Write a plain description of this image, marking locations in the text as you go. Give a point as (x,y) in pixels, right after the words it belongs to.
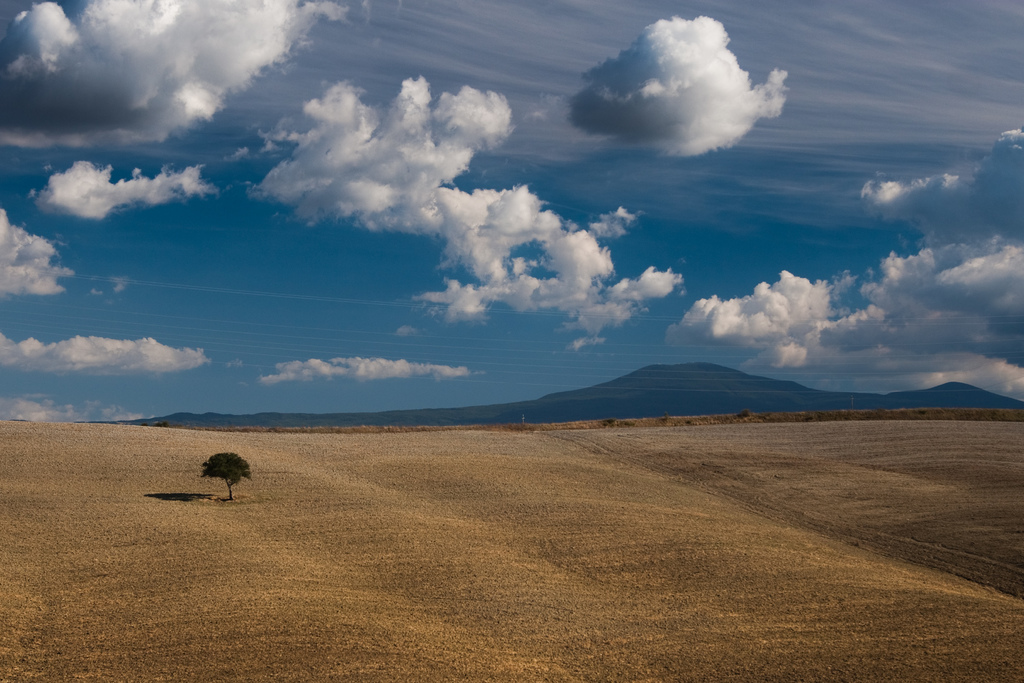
In this image there is a tree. At the bottom of the image (605,573) there is sand (666,601) on the surface (546,588). In the background of the image (771,384) there are mountains (948,388). At the top of the image (645,161) there are clouds (400,149) in the sky (468,176).
